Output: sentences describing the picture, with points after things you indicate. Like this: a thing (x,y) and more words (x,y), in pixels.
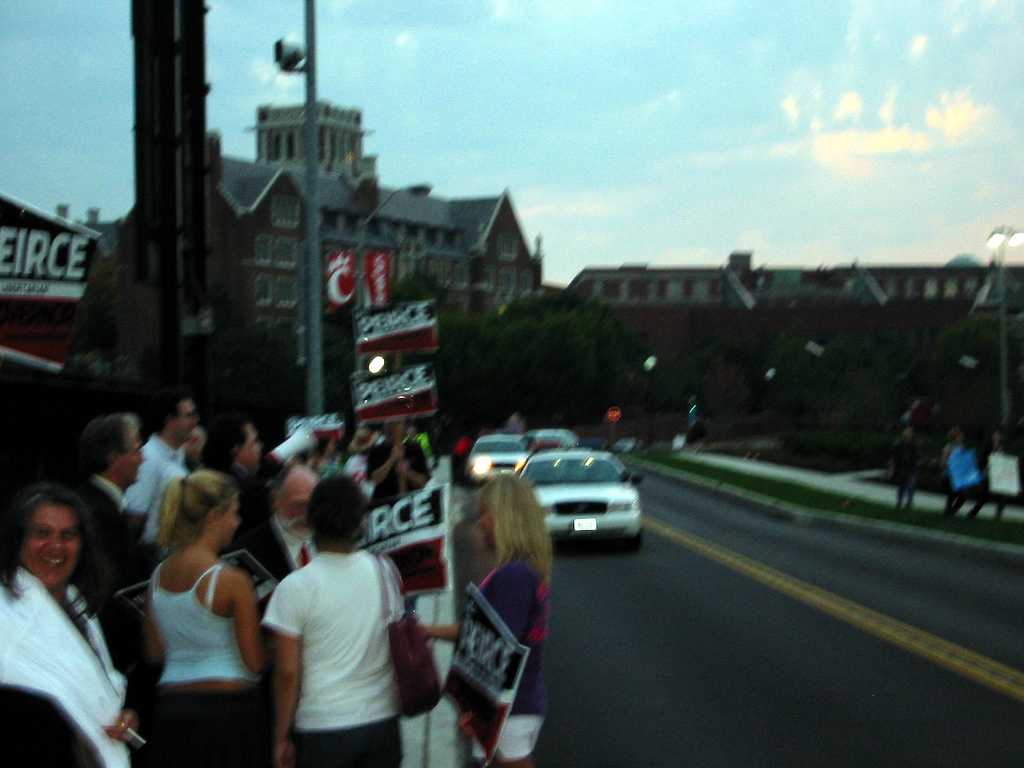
In this image, I can see groups of people (265,506) standing. Among them few people (328,597) holding boards (381,394) and the objects (953,456). At the bottom of the image (588,521), I can see the vehicles (552,505) on the road (616,594). In the background (326,247), there are buildings (885,303), trees (581,388), poles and the sky (806,69).
